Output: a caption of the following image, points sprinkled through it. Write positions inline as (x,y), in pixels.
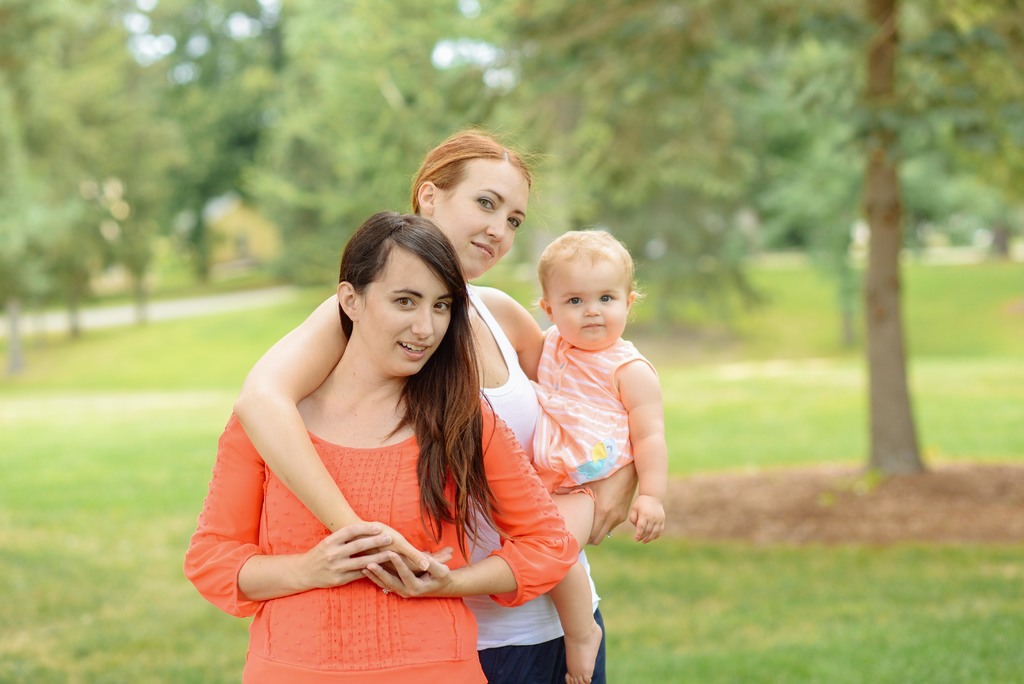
In this image we can see this woman (469,533) wearing orange dress (321,654), this woman (539,345) wearing white T-shirt (530,440) is carrying a child (584,484) and are standing on the grass (665,646). The background of the image (18,140) is slightly blurred, where we can see trees (826,120).
